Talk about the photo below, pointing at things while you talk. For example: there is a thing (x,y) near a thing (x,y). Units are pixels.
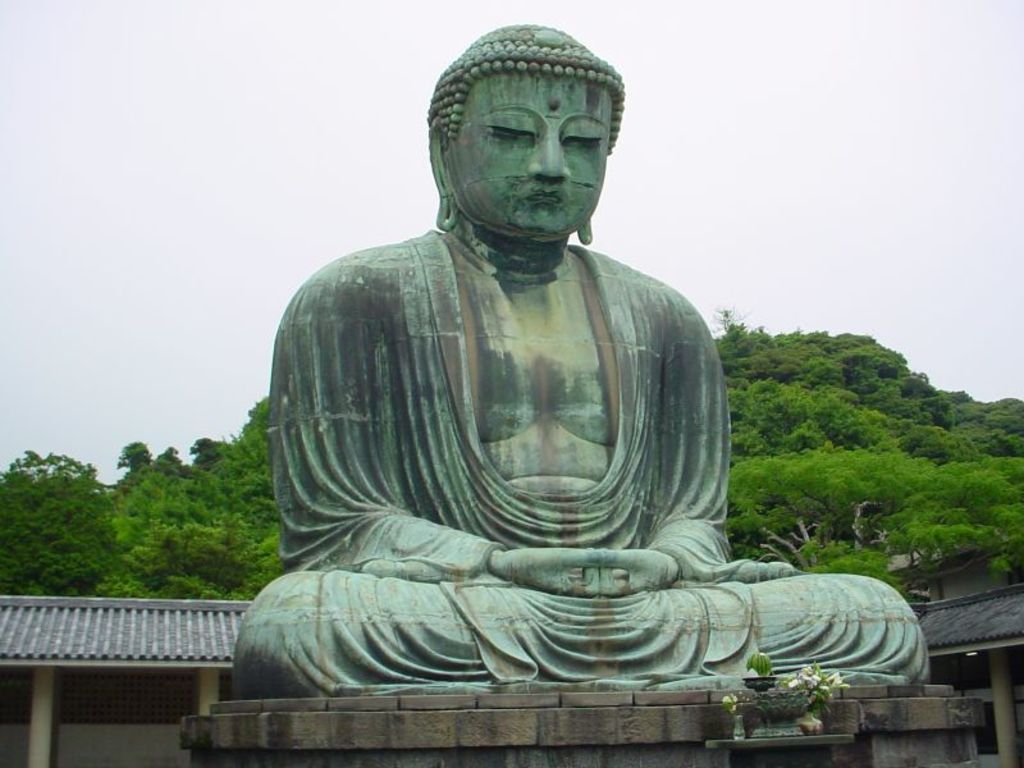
In the center of the image (405,316) we can see a statue (494,430). We can also see some plants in pots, some houses (167,724) with roof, windows (127,715) and pillars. We can also see a group of trees (88,539) and the sky (137,300) which looks cloudy.
